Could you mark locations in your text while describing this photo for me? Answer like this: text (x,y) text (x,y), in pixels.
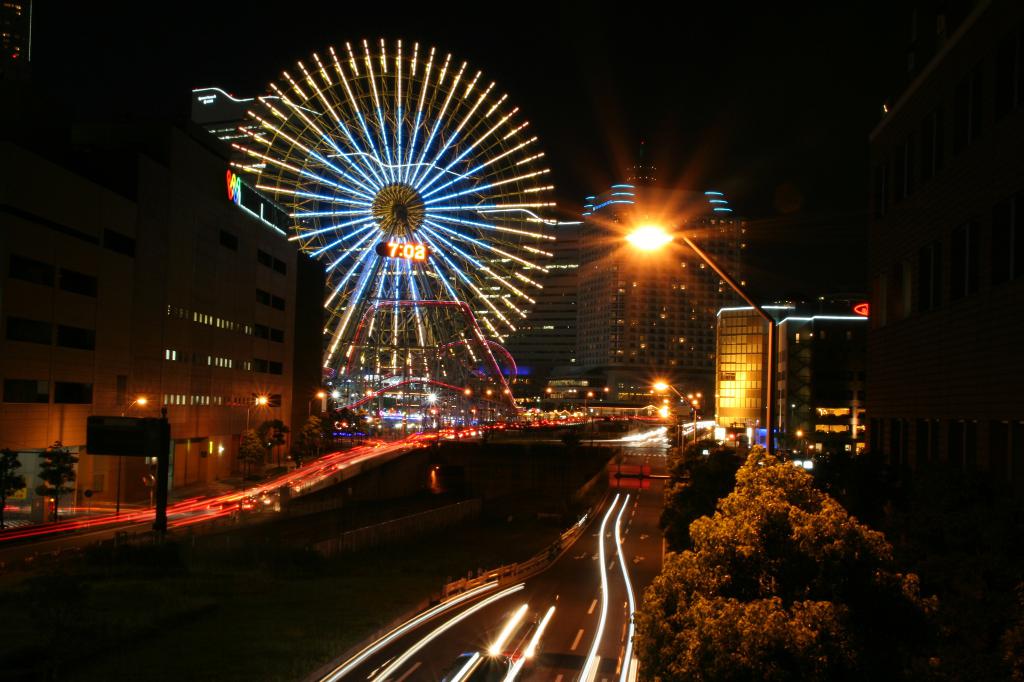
In this image we can see giant-wheel (408,148), digital clock (417,251), light poles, board (139,429), trees (686,510) and buildings (16,248).
